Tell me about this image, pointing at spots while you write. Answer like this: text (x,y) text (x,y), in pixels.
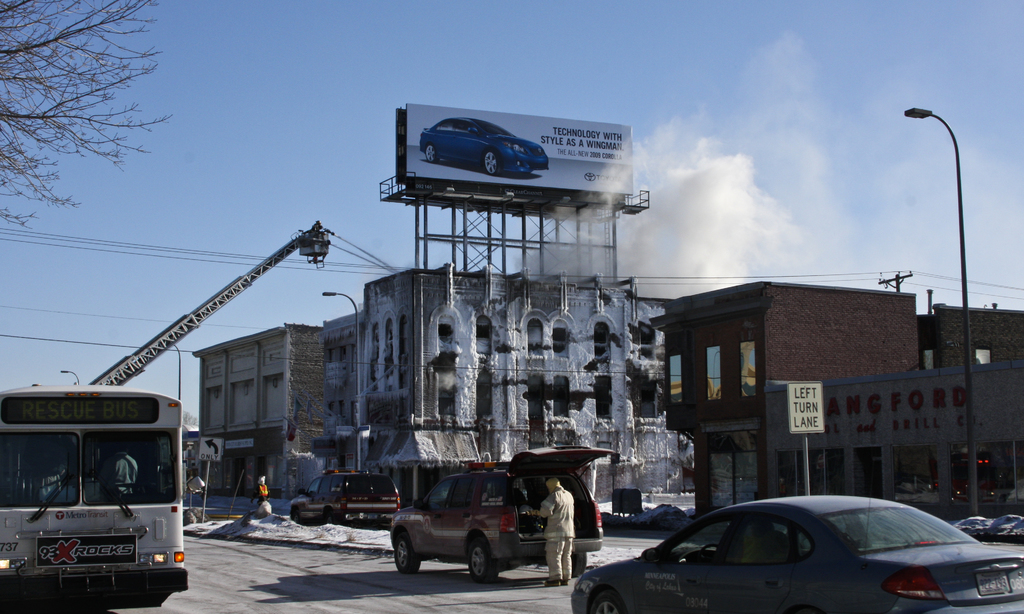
The picture is taken outside a city (354,349) on the street (195,532). In the foreground of the picture (562,543) there are cars (468,504), vehicle (45,460) and people (569,556). In the center of the picture (440,386) there is a building (409,333). On the right (877,357) there is a building (915,310), street light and a hoarding (805,408) on the left (87,342) there are cables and tree (7,111). In the center of the background (448,170) there is a hoarding (559,188), near the hoarding (554,204) there is smoke (681,230). Sky (372,23) is clear and it is sunny.
